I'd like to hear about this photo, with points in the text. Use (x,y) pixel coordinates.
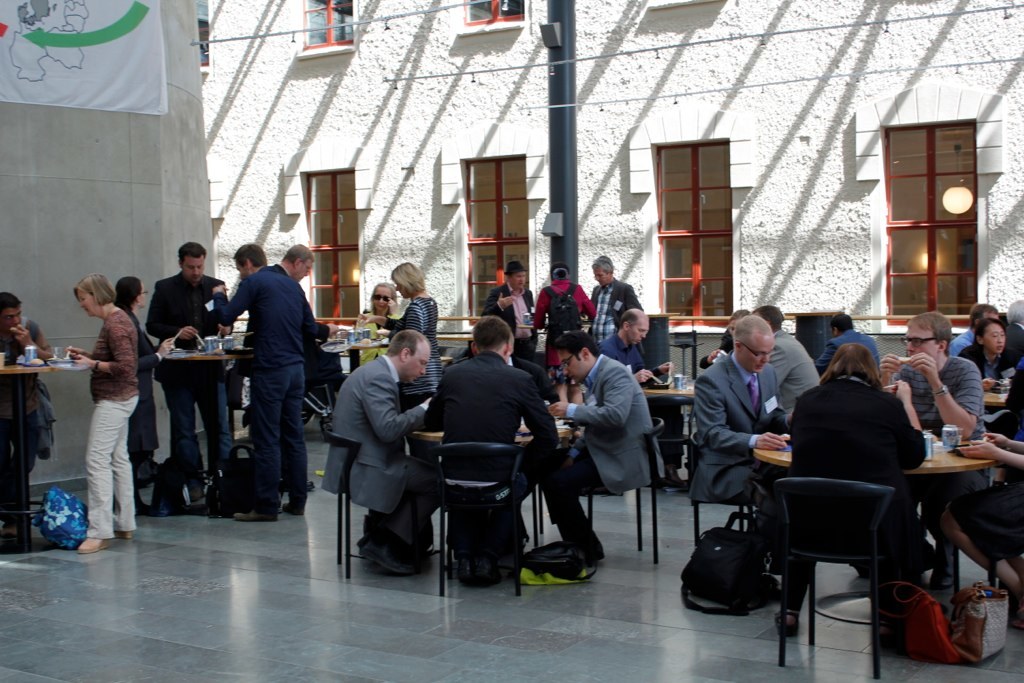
In this image I can see group of people (271,397). Among them some people (358,423) are sitting and some of them are standing. In-front of them there is a table (26,368) with food (37,360) on it and these people (696,410) are eating the food (901,356). I can also see many bags (715,594) on the floor (232,569). In the background (104,55) there is a banner (102,74) with wall (110,191) attached. I can also see the building (720,155) with windows (700,194) and there is a lamp (959,193) inside of the building (867,154).
